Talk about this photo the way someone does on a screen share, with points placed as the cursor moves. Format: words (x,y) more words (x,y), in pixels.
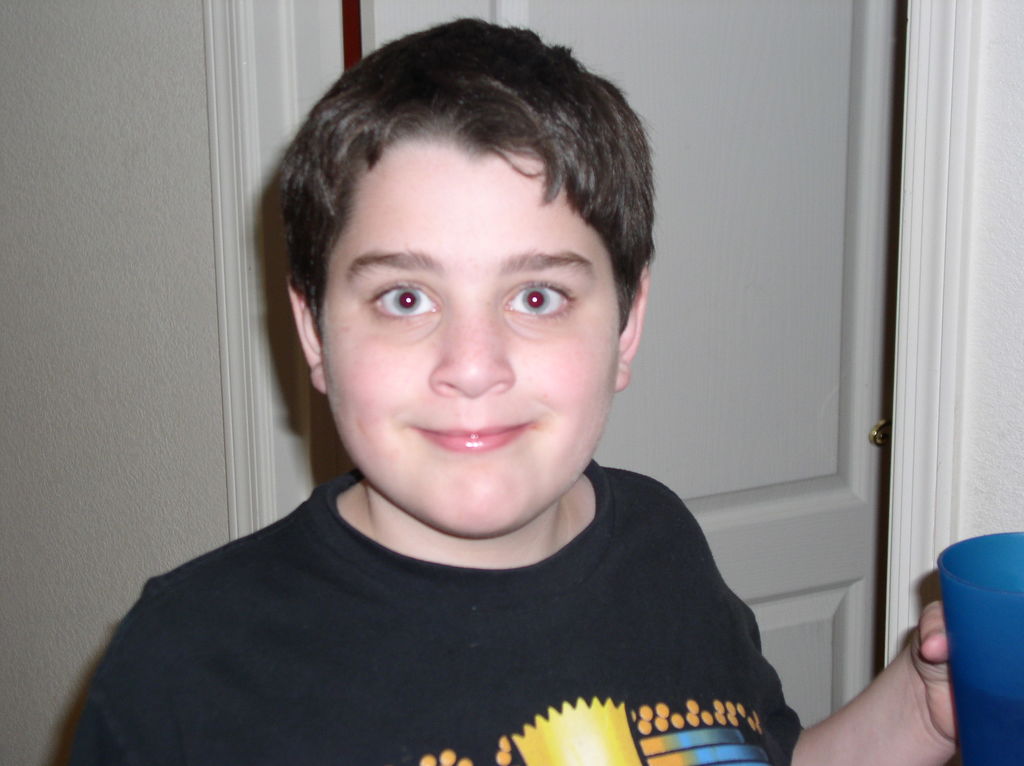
This image consists of a boy (561,584). He is wearing a black shirt (449,709). He is holding a cup (1007,722). It is in blue color. There is a door (671,350) behind him.
